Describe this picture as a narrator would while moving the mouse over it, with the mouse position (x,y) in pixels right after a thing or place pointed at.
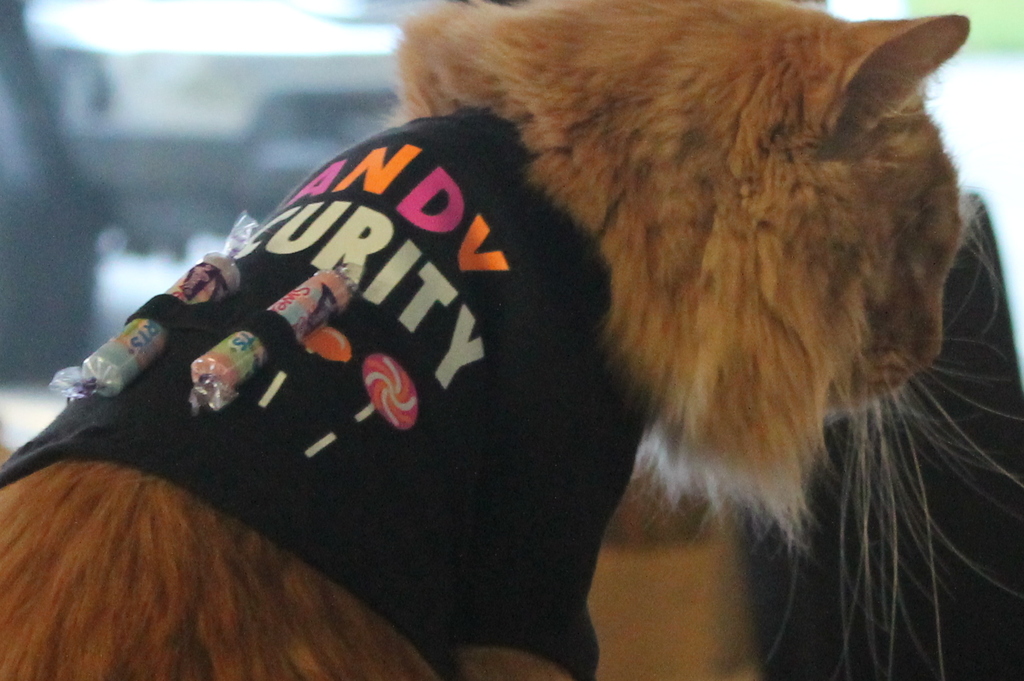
This picture contains a cat (612,227) in brown color. We see a black color cloth (522,325) or the belt (387,371) is around the neck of the cat (292,270). In the background (214,142), it is blurred.
